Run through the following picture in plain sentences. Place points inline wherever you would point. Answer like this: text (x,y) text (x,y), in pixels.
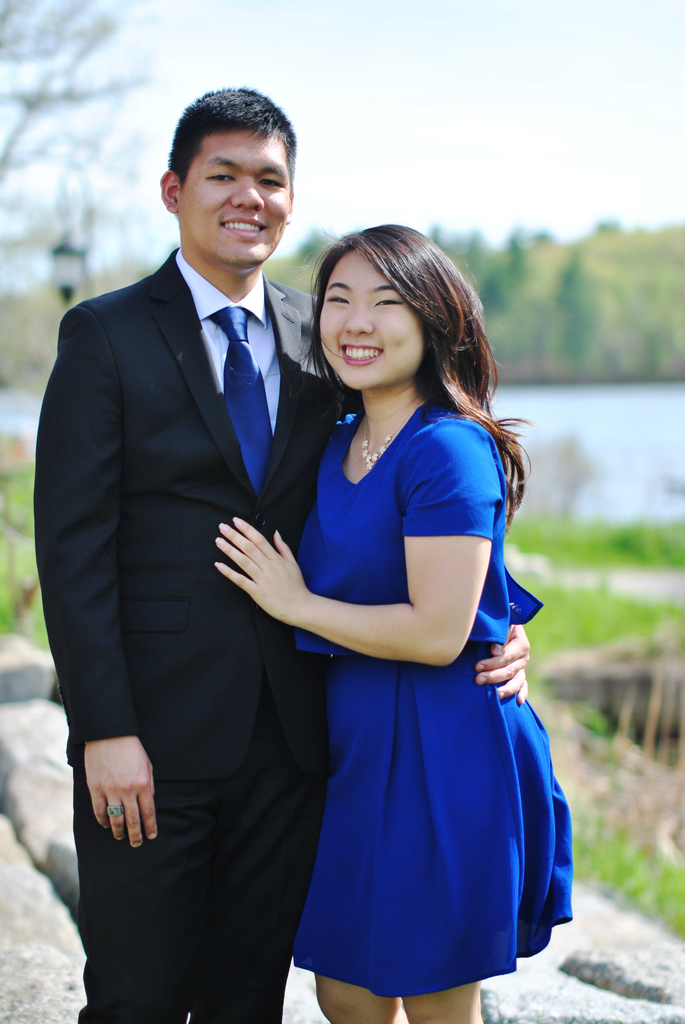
In this picture I can see a man (181,930) and a woman (393,341) standing and smiling, there are rocks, there is water (500,400), there are trees (670,278), and in the background (416,77) there is the sky (310,77).
